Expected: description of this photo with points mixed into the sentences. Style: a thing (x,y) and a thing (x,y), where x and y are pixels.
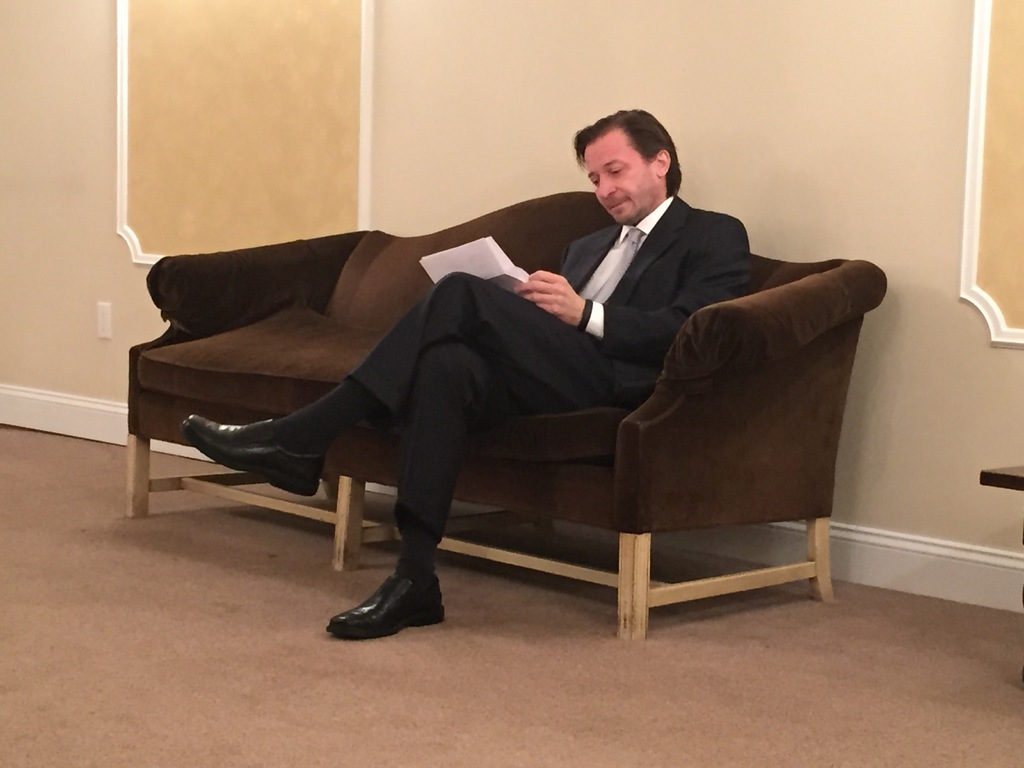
In the center of the image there is a person (339,633) sitting on a sofa (625,623). In the background of the image (834,84) there is a wall (470,147). At the bottom of the image (497,695) there is carpet (397,659).
